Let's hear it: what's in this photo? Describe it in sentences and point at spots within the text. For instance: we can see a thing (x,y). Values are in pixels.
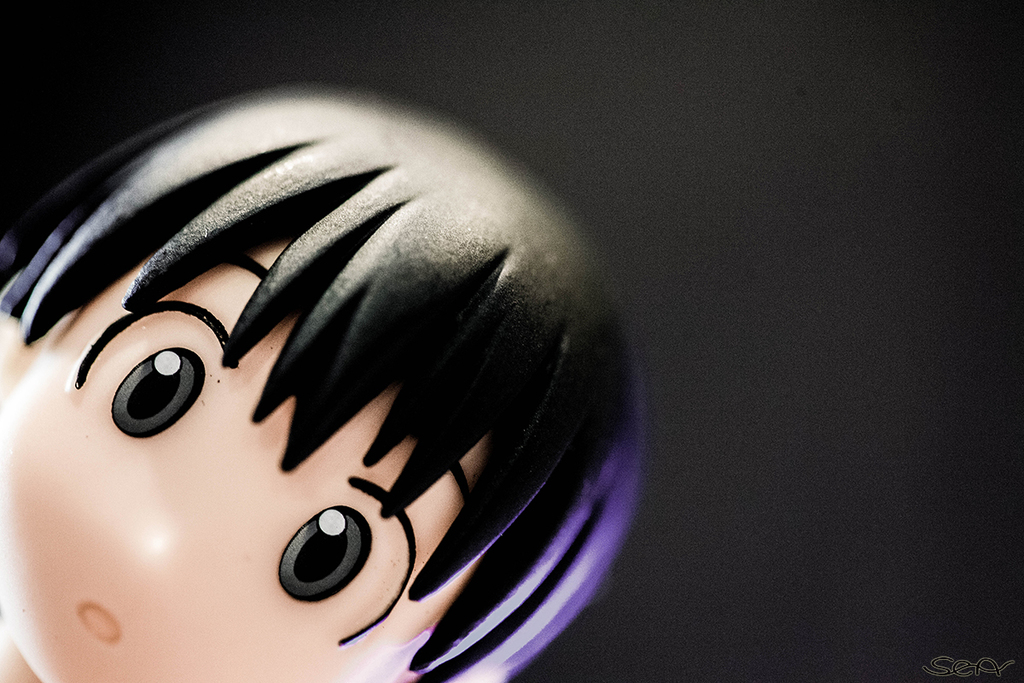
In this image on the left side (194,316) we can see a toy (449,167) which is a person head (224,503). In the background (606,135) the image is dark.
